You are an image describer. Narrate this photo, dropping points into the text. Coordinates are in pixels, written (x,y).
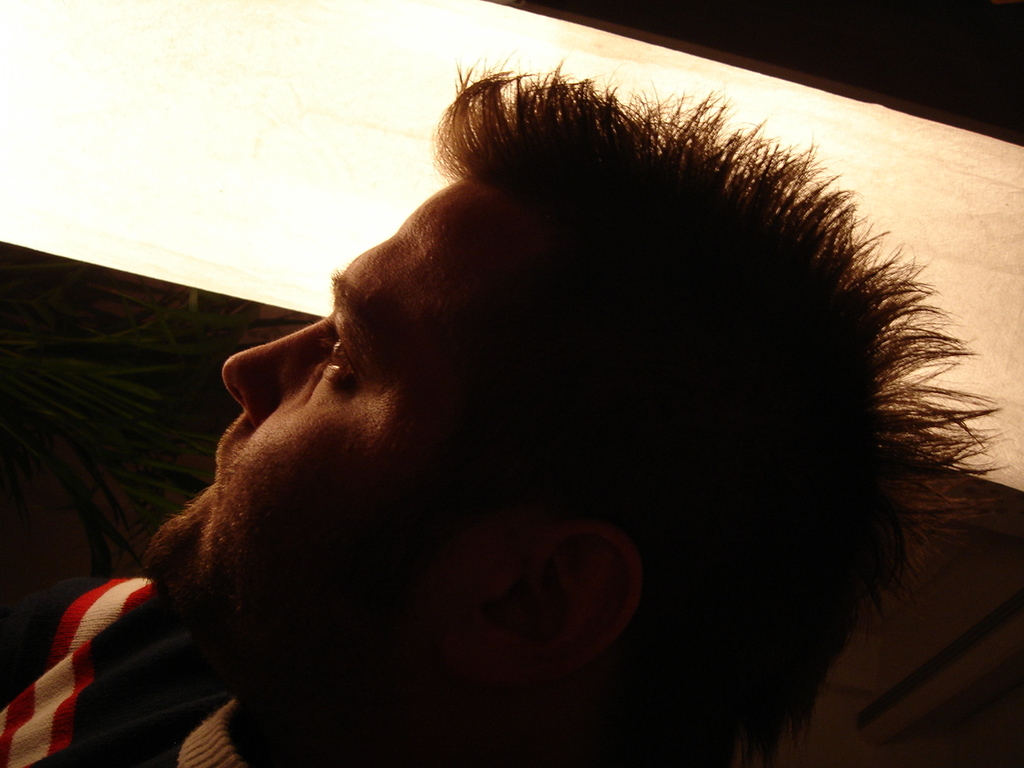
In this picture we can see a man (710,730) and in the background (151,464) we can see a plant (48,408).
